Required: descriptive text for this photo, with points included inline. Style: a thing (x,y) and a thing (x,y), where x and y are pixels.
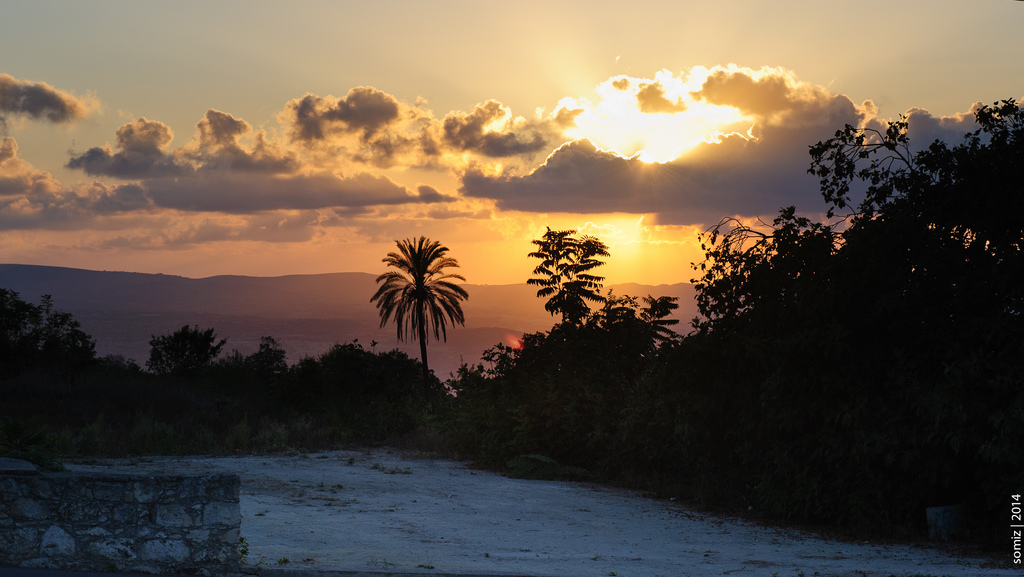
In the background of the image (802,384) there are trees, sky (642,265), clouds (727,149), sun (642,141). At the bottom of the image (235,497) there is wall (91,473). There is sand (539,545).
